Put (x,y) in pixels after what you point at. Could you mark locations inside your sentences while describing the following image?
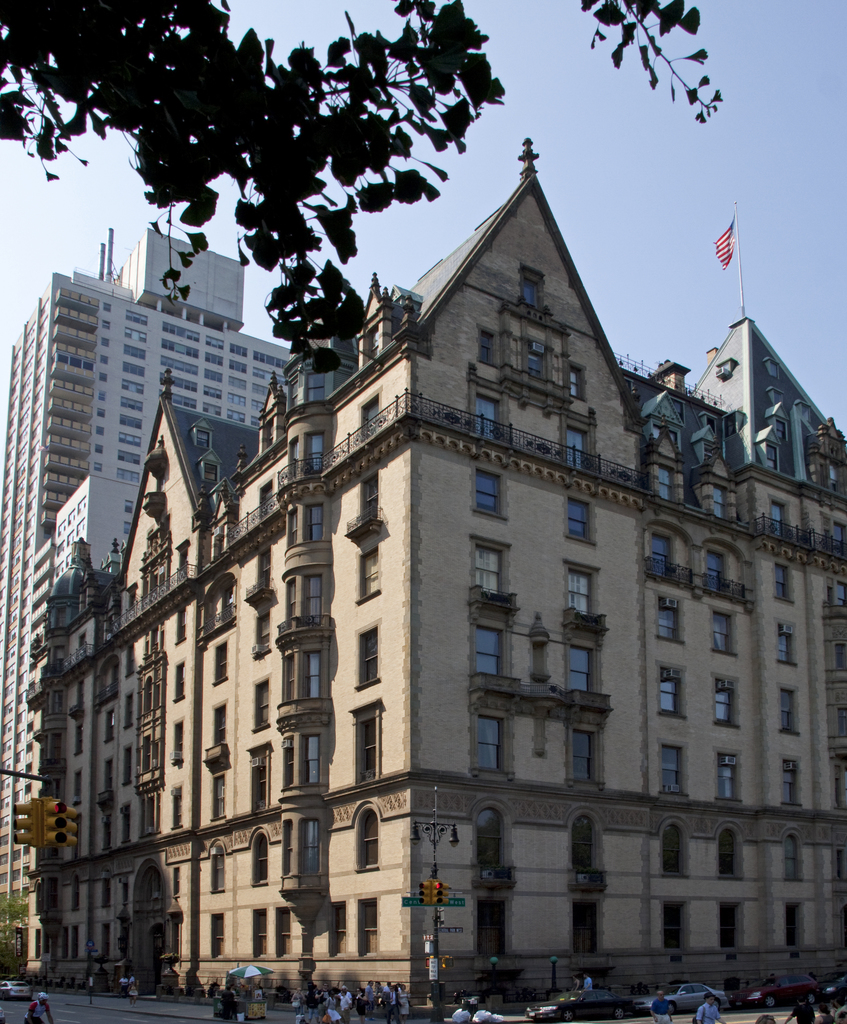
This picture is clicked outside. In the foreground (533,1020) we can see the group of persons (710,1009), vehicles (698,995), umbrella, lights (436,833), traffic light (58,820) and poles (4,773). In the center (511,546) we can see the buildings (419,524), flag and some portion of a tree (303,119). In the background (469,157) we can see the sky (608,199).
